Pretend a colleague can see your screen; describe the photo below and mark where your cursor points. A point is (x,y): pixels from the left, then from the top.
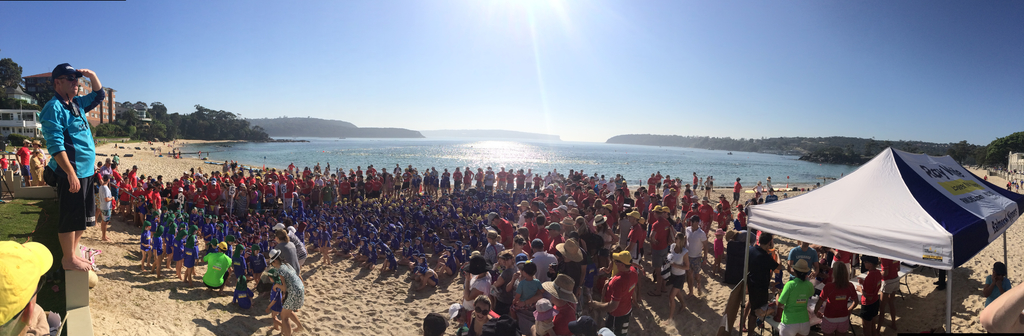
In this image, we can see many people (579,210). We can see the ground (343,285) with some objects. We can see some grass (6,228). We can also see a tent (876,186) on the right (884,248). There are a few buildings (20,87), trees (116,127) and plants (132,126). We can also see some hills (311,128). We can see some water (518,143) and the sky (536,116).
